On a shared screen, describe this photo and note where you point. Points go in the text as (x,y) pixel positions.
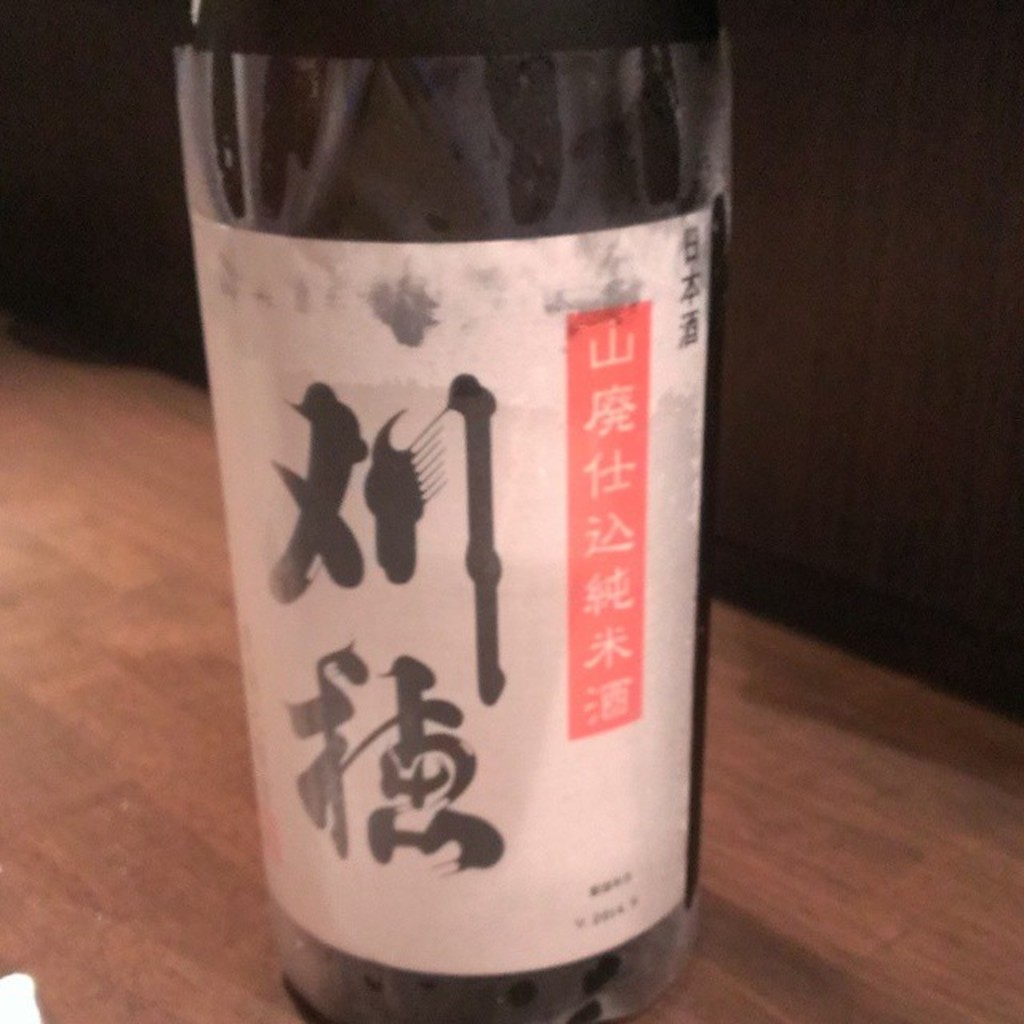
In this picture we can see bottle (614,821) on the wooden surface (781,894) and we can see a sticker (449,385) on this bottle (477,539). In the background of the image (866,109) it is dark.
